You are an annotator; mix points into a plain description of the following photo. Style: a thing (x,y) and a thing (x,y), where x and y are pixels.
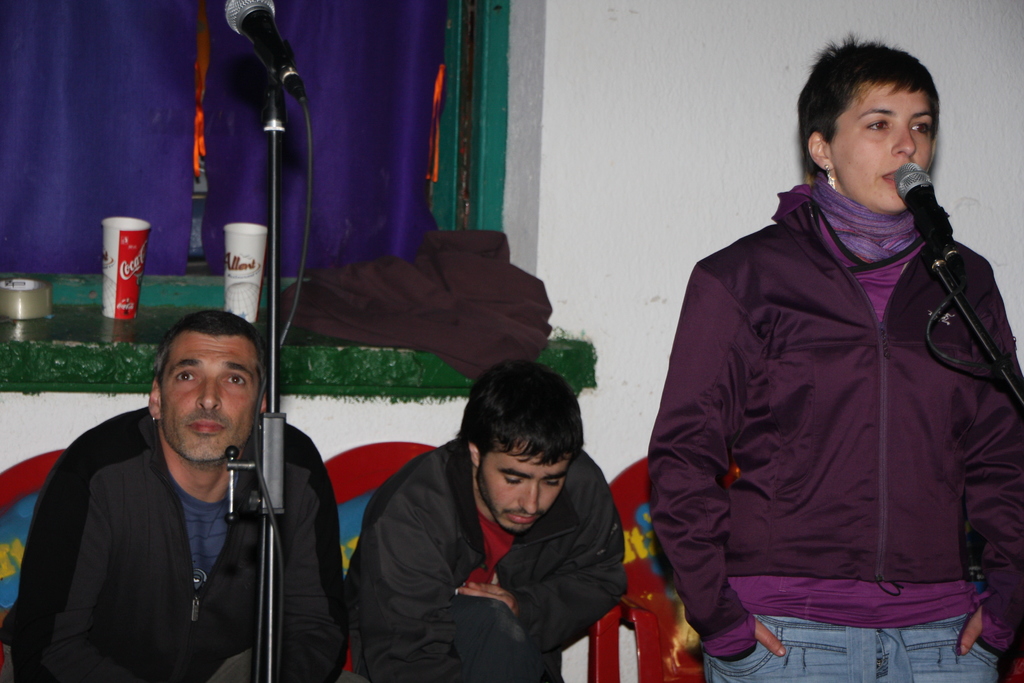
In this image I can see few people (425,497) are sitting on the chairs (660,623) and one person (830,421) is standing. In front (236,31) I can see few mics (248,22), stands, wires (257,432). Back I can see a blue color curtains (361,153), few objects (357,333) and white wall (595,194).
